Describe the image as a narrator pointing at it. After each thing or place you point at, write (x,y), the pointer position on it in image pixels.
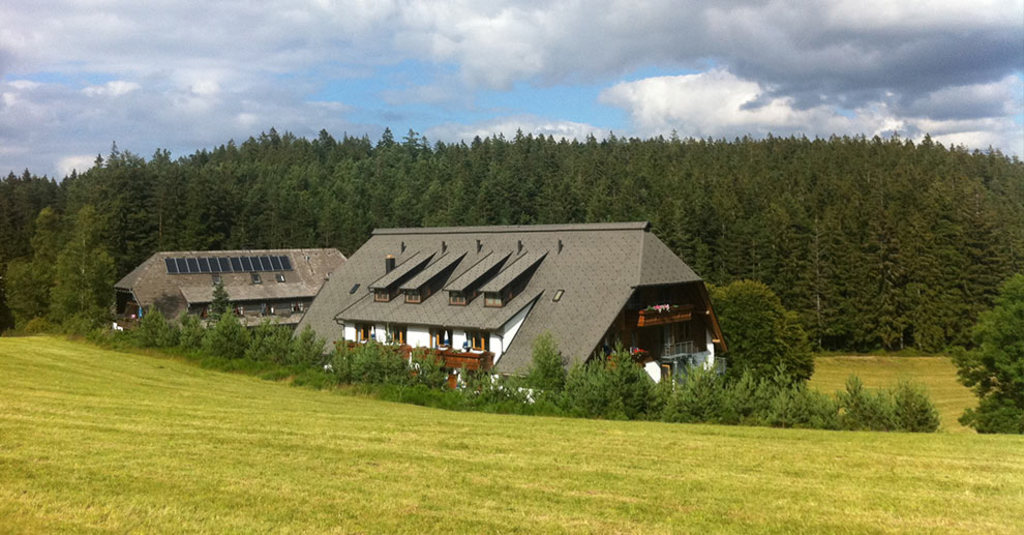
In this image I can see an open grass ground (823,355) and on it I can see number of plants (472,400) and two buildings (184,281). In the background (99,300) I can see number of trees (112,302), clouds (509,131) and the sky (531,91).
